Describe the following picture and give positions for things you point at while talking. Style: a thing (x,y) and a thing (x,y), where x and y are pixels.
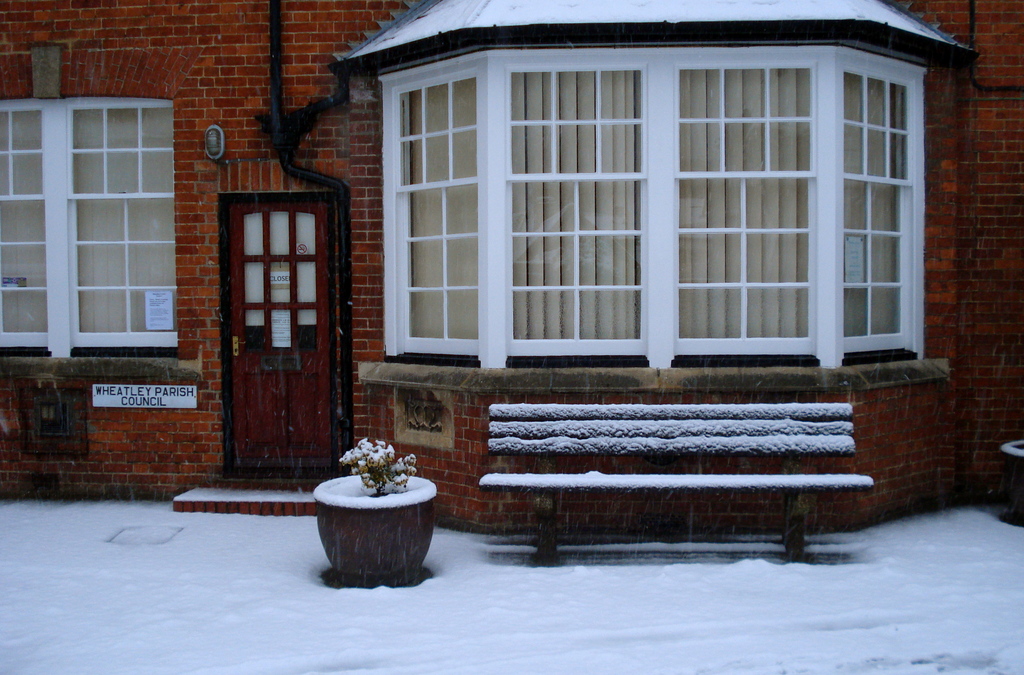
In this picture there is a building (579,89), red door (314,222), name plate (153,392), bench (582,474) and a white snow (593,477) on it. There is a flower pot (348,490) and plant (387,474).
